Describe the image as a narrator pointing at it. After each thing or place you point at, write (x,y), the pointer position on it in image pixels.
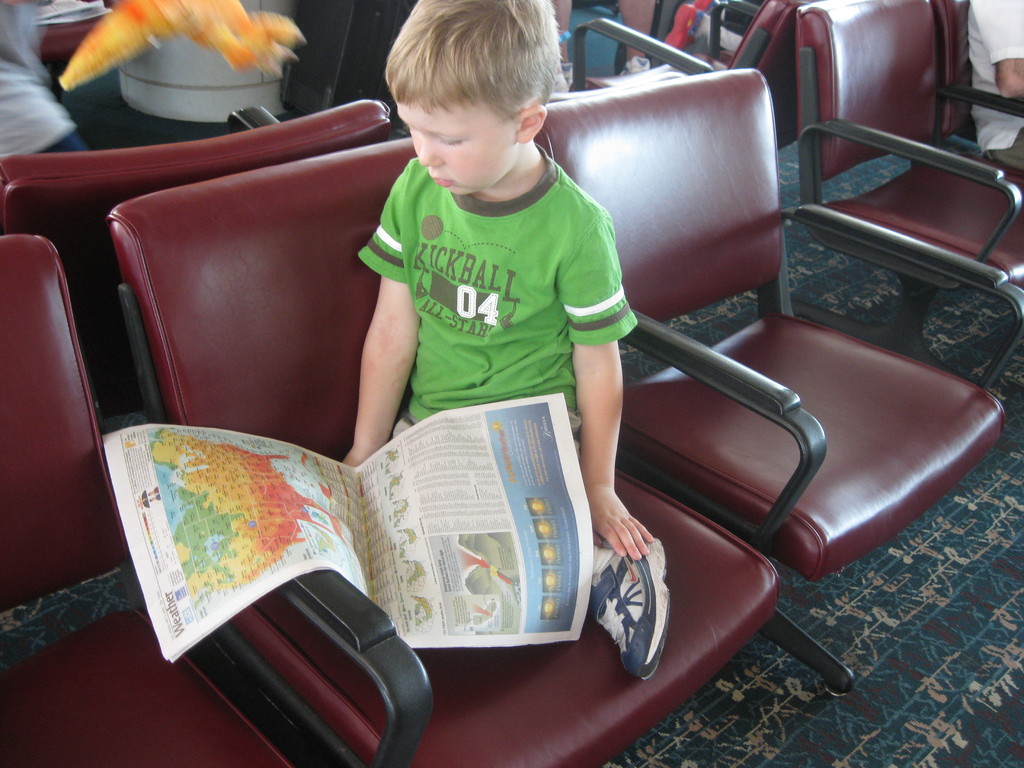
The kid (426,324) is sitting in a chair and looking at the news paper (355,489) and there are some people (974,64) sitting behind him.
